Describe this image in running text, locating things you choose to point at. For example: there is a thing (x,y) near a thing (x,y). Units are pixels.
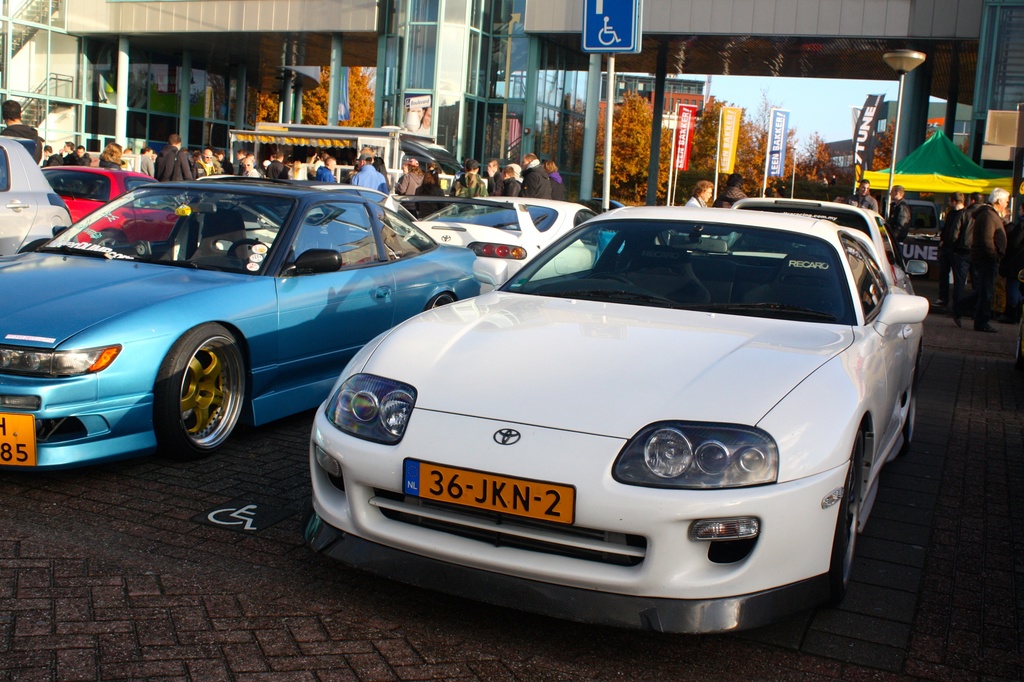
In this picture I can see many cars (505,236) which are parked near to the road (899,578). Beside that I can see many peoples (984,229) who are walking on the street (952,390). In the background (501,68) I can see the buildings (501,68), trees (801,186), banners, sign boards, bridge (728,33), poles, sky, tent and other objects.
